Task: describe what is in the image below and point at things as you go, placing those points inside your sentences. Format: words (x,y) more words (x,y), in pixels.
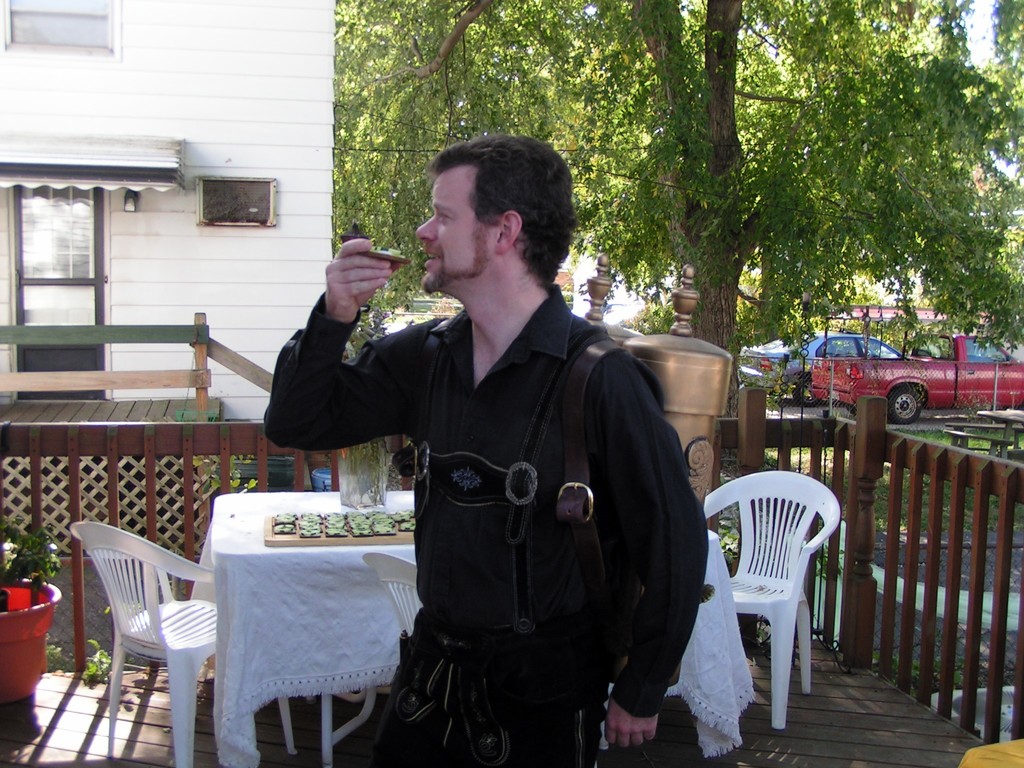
There is a man (488,632) who is standing at the center (373,435) looks like he is eating food item (399,268). This is a table (257,626). There is a clay pot (0,587) at the extreme left. There is a chair (779,477) on the right side (768,581). This is a wooden fence (978,608). This is a tree (780,333). This is a car (838,345).
